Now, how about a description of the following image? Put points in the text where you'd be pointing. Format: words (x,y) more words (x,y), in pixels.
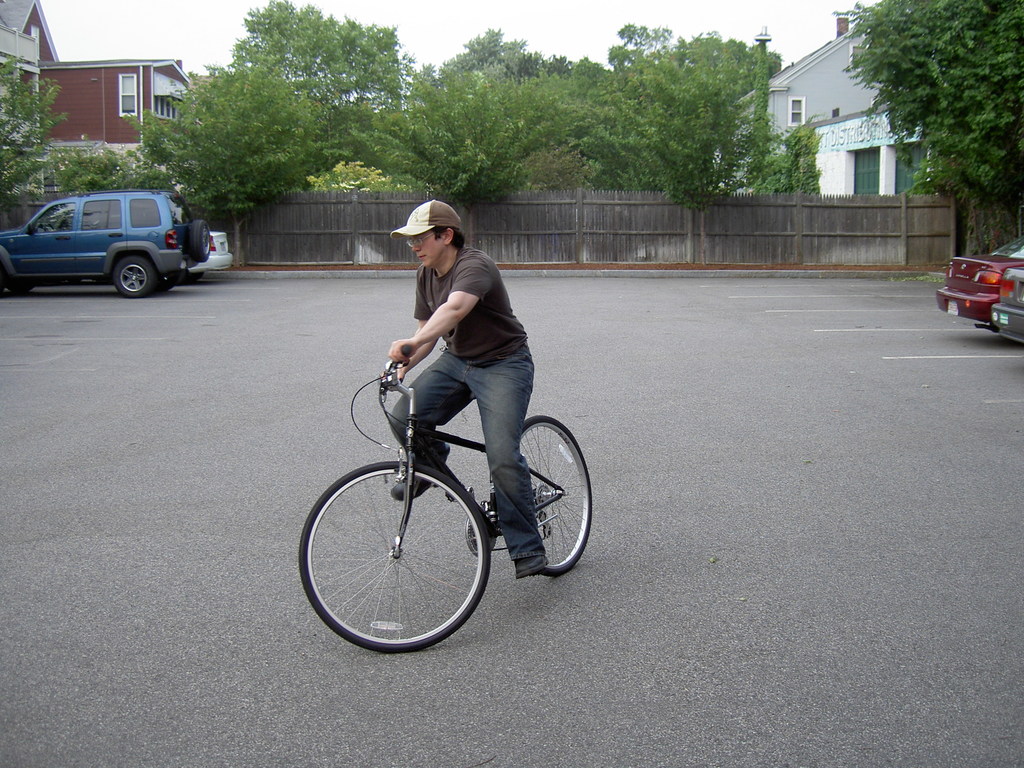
This is a picture taken on the road (907,524) outside a city. In this picture in the center (440,338) there is a man (499,485) riding a bicycle (464,494). In the background (335,219) there is a fencing (535,219), behind the fencing (567,197) there are trees (388,147). On the left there are cars (95,249) a tree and buildings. On the right (1003,274) there are cars (1005,301), trees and buildings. Sky (196,23) is cloudy.
